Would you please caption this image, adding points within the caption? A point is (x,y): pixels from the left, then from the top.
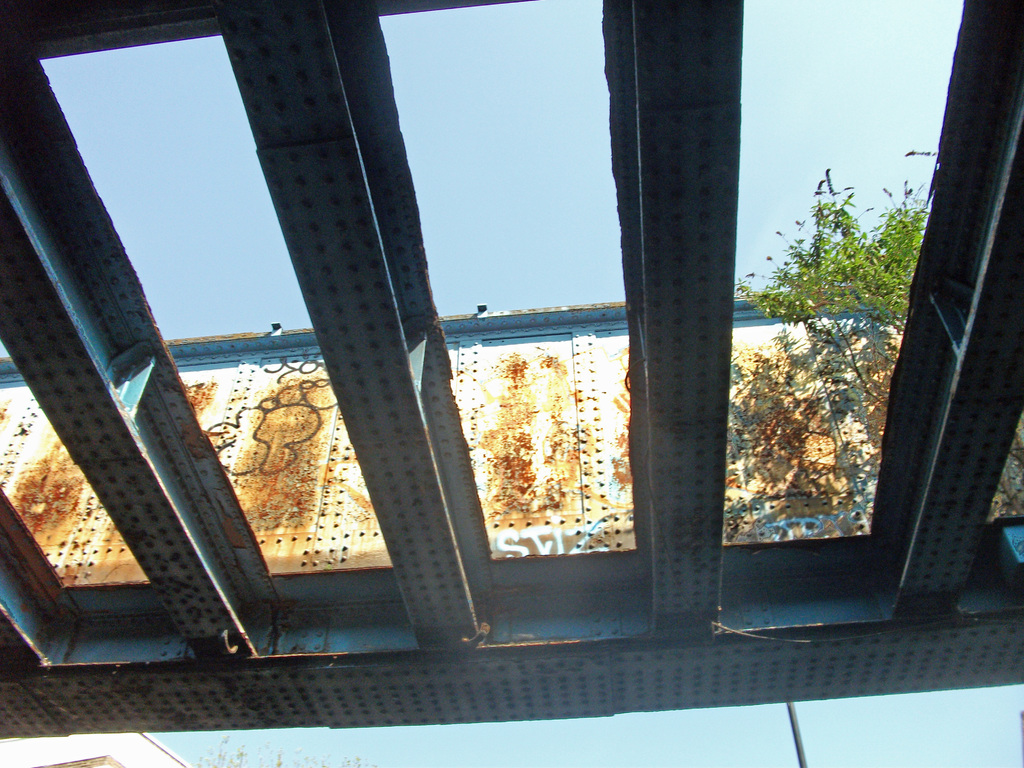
In this image we can see the metal rods (967,278) and also a tree (899,281). In the background (191,352) we can see the metal wall (616,351) with the rust (750,381) and also the sky (778,171).
